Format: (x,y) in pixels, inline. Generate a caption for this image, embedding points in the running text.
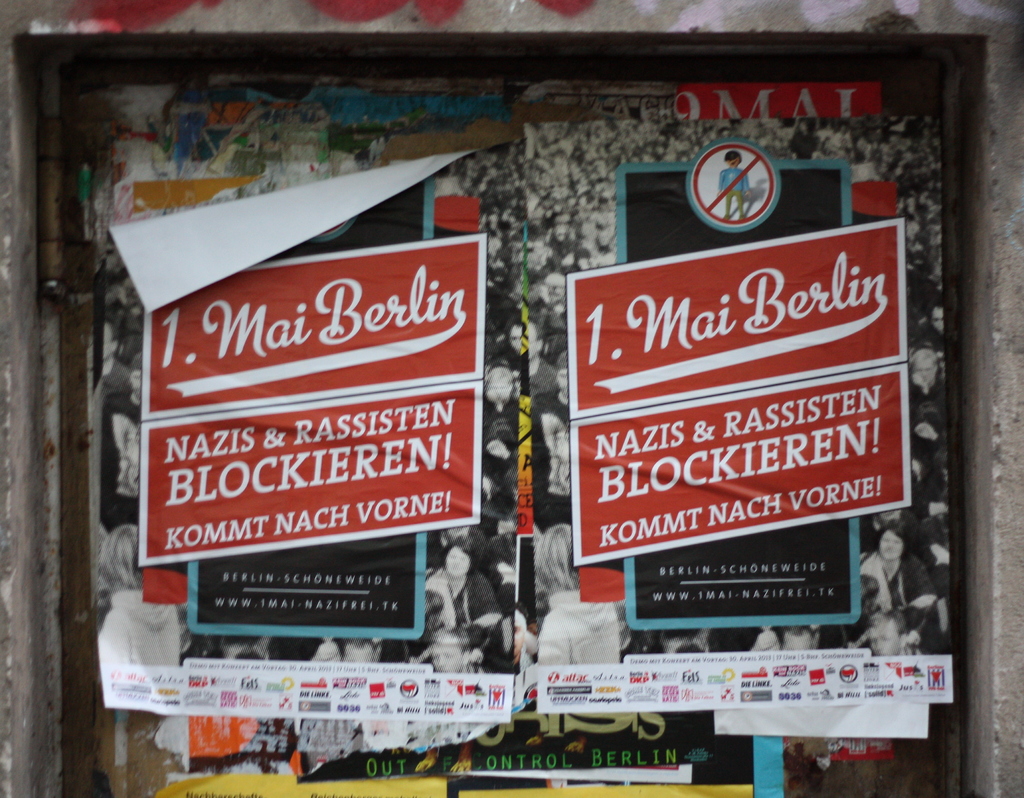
In this image I can see few papers (846,617) attached to the wall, the papers (862,606) are in red and white color. Background (609,743) I can see a black color paper (569,747).
